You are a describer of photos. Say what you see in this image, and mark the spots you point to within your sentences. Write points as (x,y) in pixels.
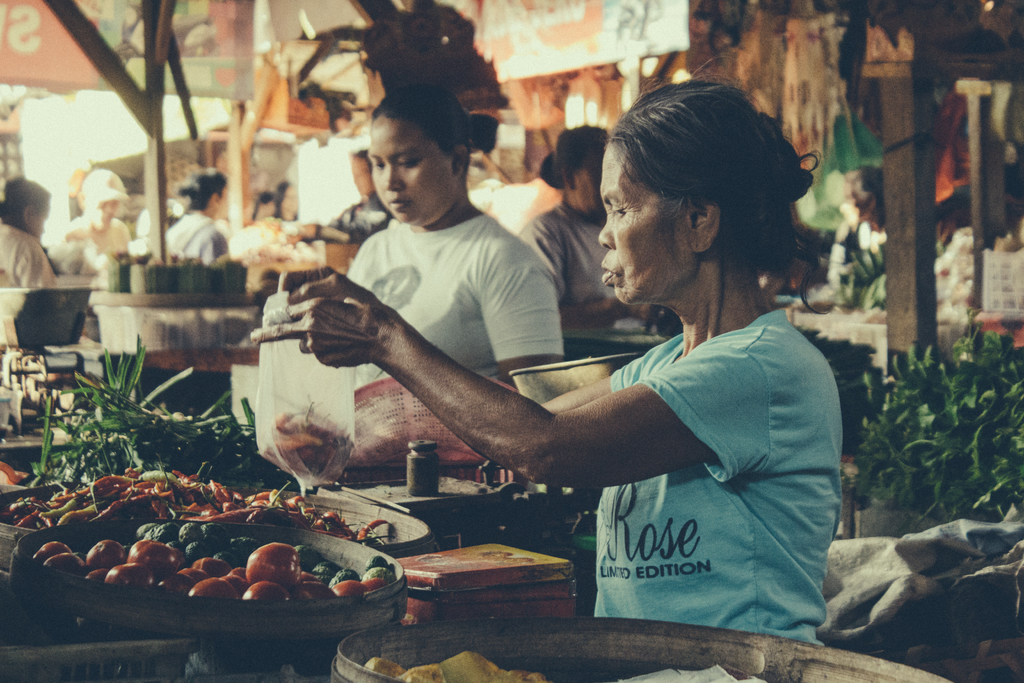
This picture might be taken in a market (187,312), in this image there are a group of people (522,260) standing and in the foreground (704,395) there is one woman (682,337) who is holding a plastic cover (293,409) and in the cover (288,423) there are some vegetables (293,438). At the bottom (285,618) there are some baskets (838,675), and in the baskets (884,681) there are some vegetables (163,428). And in the background (950,401) also there are some leafy vegetables (940,391), and also we could see some persons (97,196), boards (140,32), wooden poles (155,143), baskets (982,285) and some other objects (517,98).
